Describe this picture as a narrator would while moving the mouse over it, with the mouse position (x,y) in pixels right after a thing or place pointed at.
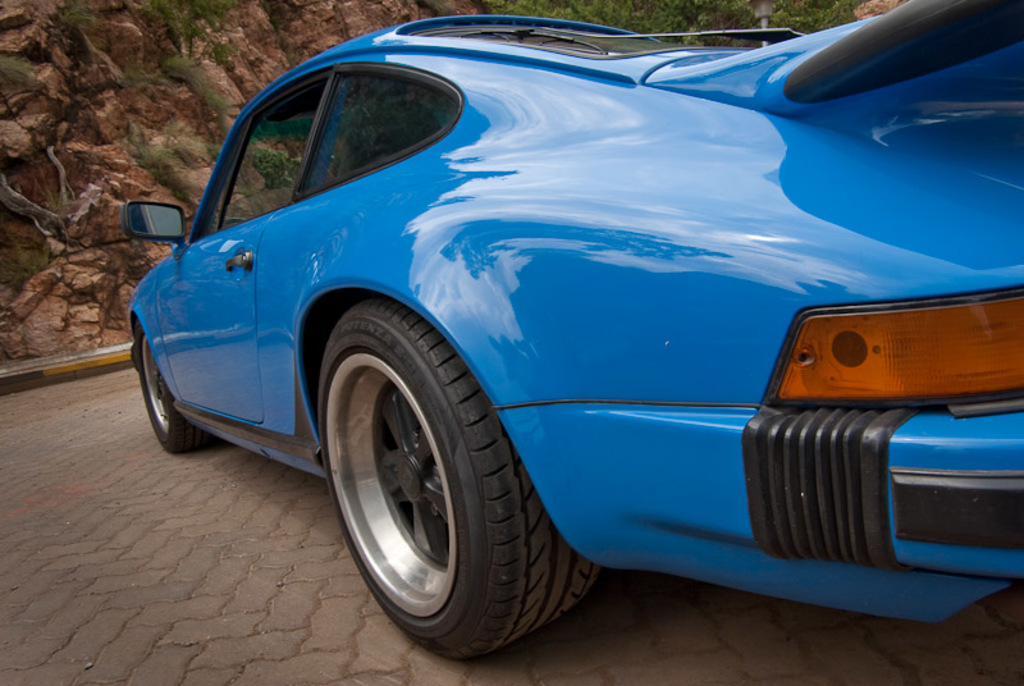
In this image we can see a car (780,357) on the road (846,648). In the background (27,202) we can see rock (131,114) and trees (645,16).
